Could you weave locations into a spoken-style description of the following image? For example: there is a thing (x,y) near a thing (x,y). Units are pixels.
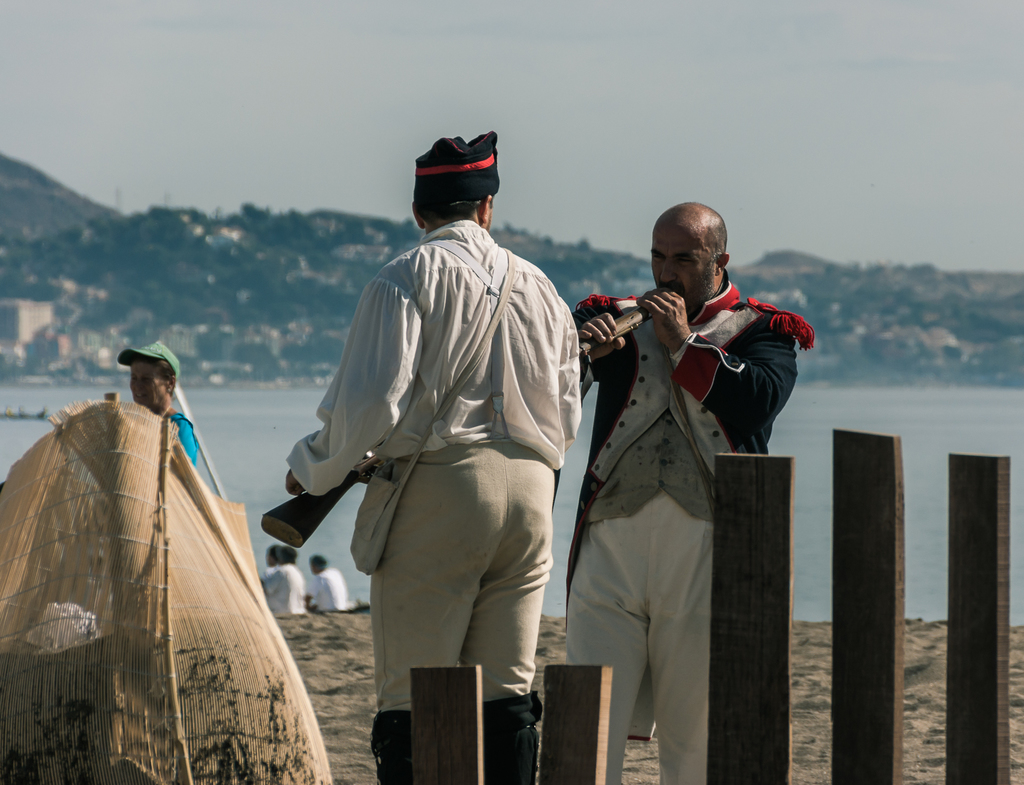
In this picture, we see the man (515,370) in the white shirt (427,366) and the man (582,364) in the dark coat (620,449) are standing. One of them is holding a rifle (333,498) in his hands (662,314). At the bottom of the picture (878,702), we see wooden poles (722,685). On the left side (186,448), we see a person (154,396) in blue shirt (193,437) is holding something in their hands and it looks like a mat (178,716). Behind them, we see three people (280,592) are sitting at the seashore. We see water (254,410) and this water (188,397) might be in the sea (961,413). There are trees (215,287) and buildings (72,295) in the background (240,321). At the top of the picture (520,128), we see the sky (603,145).
